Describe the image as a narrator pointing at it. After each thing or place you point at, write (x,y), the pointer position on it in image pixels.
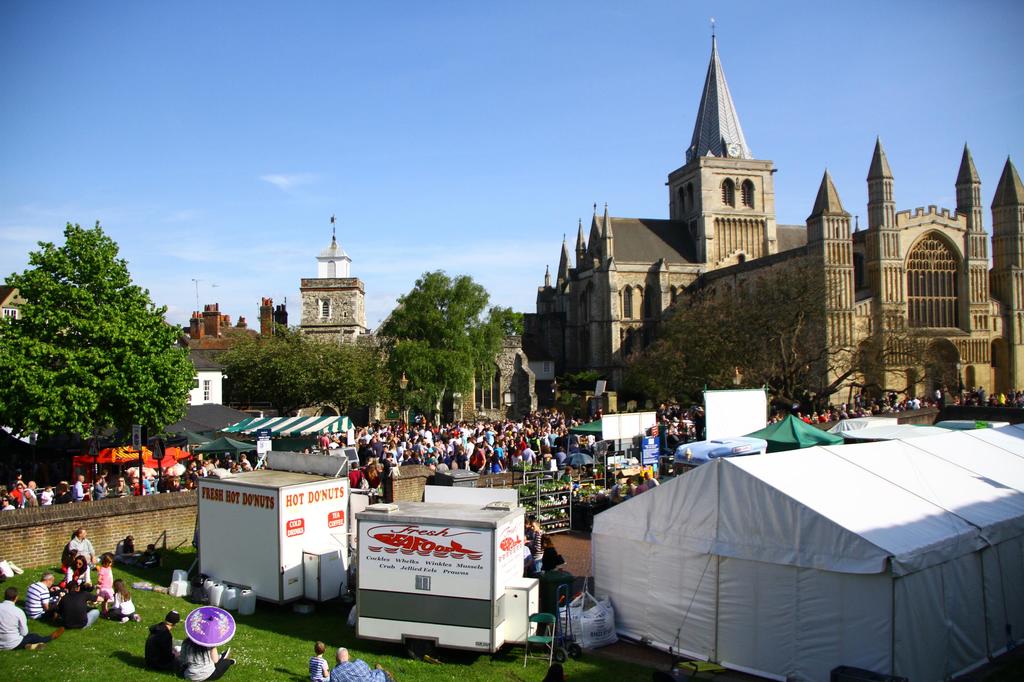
In the picture we can see some historical buildings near to it there are some trees (424,301), and behind the trees (293,337) also we can see some buildings (265,314) and tower building (345,321) on it and to the path (424,426) near the building (383,418) we can see a public (473,429) on the path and shops (186,444) near to them and some people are sitting on the grass surface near the shops (676,481).
